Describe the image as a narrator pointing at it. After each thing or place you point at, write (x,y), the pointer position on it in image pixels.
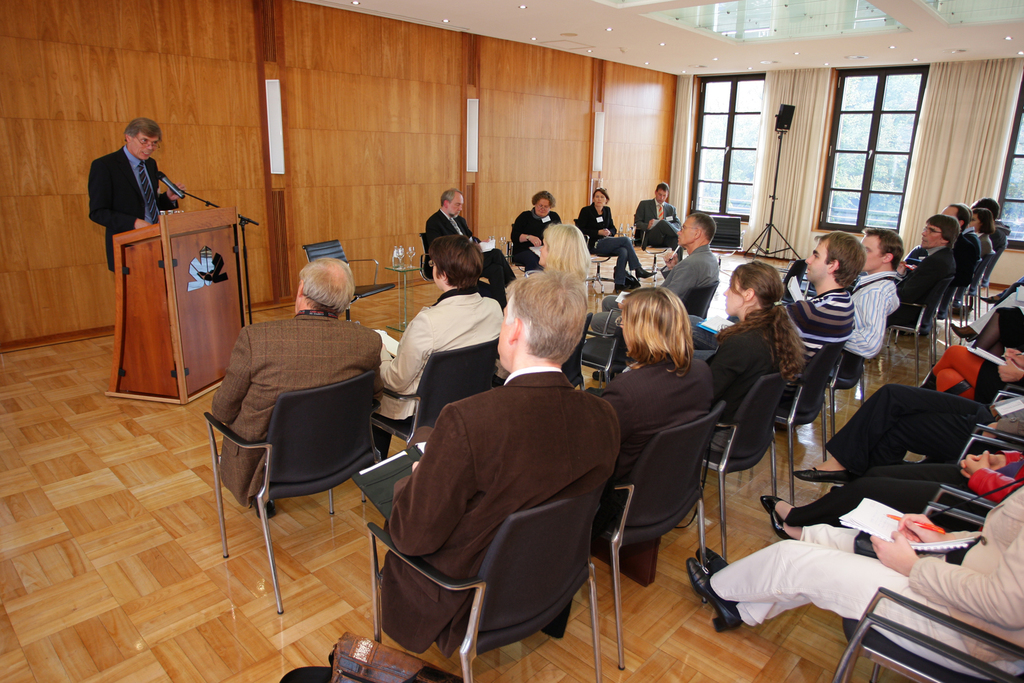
Here this is a hall (369,320) with a group of people (543,398) sitting in chairs (581,527), this is a speech desk (182,286) and behind that there is a man (107,217) standing and he is giving a speech, these are windows (710,168), these are curtains (959,159), this is speaker (788,114).
